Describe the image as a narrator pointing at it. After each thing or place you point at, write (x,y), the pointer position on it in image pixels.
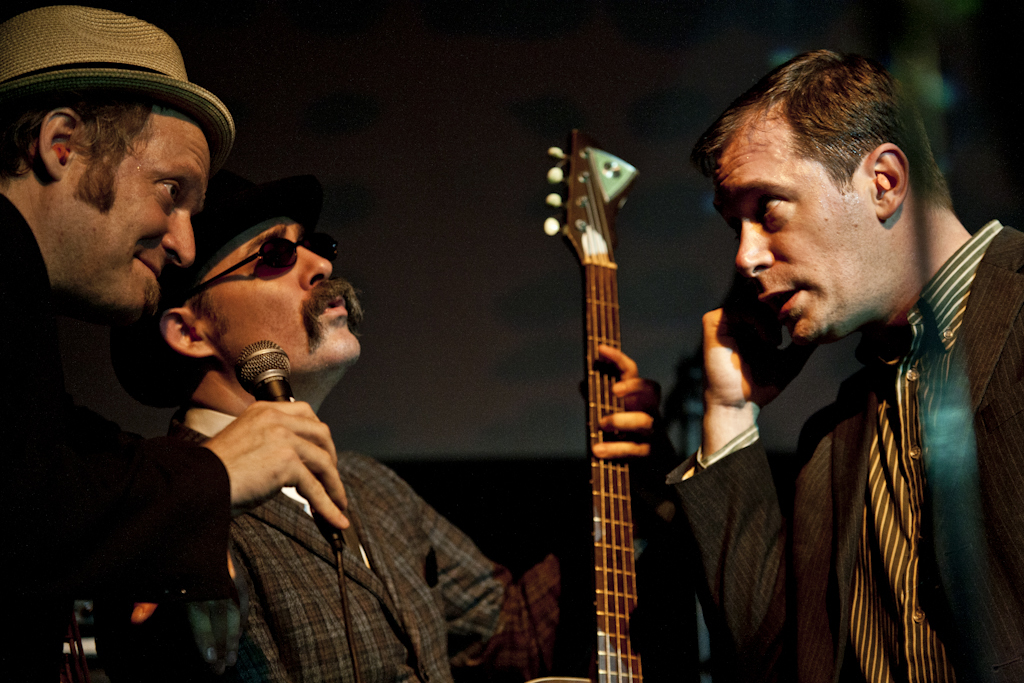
In this image I see 3 men (318,270), in which one of them is holding a mic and another one is holding a musical instrument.
